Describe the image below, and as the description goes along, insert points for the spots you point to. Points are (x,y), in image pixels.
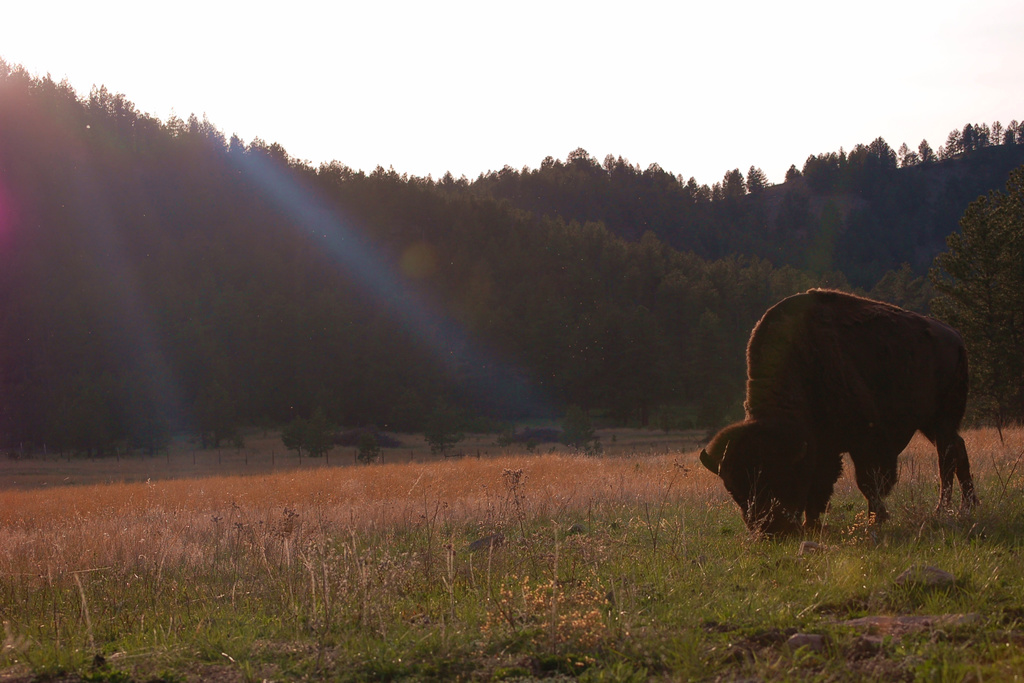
In this image we can see an animal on the ground (698,517). We can also see some plants (598,599), grass (545,539), a group of trees (566,403) and the sky (540,85) which looks cloudy.
